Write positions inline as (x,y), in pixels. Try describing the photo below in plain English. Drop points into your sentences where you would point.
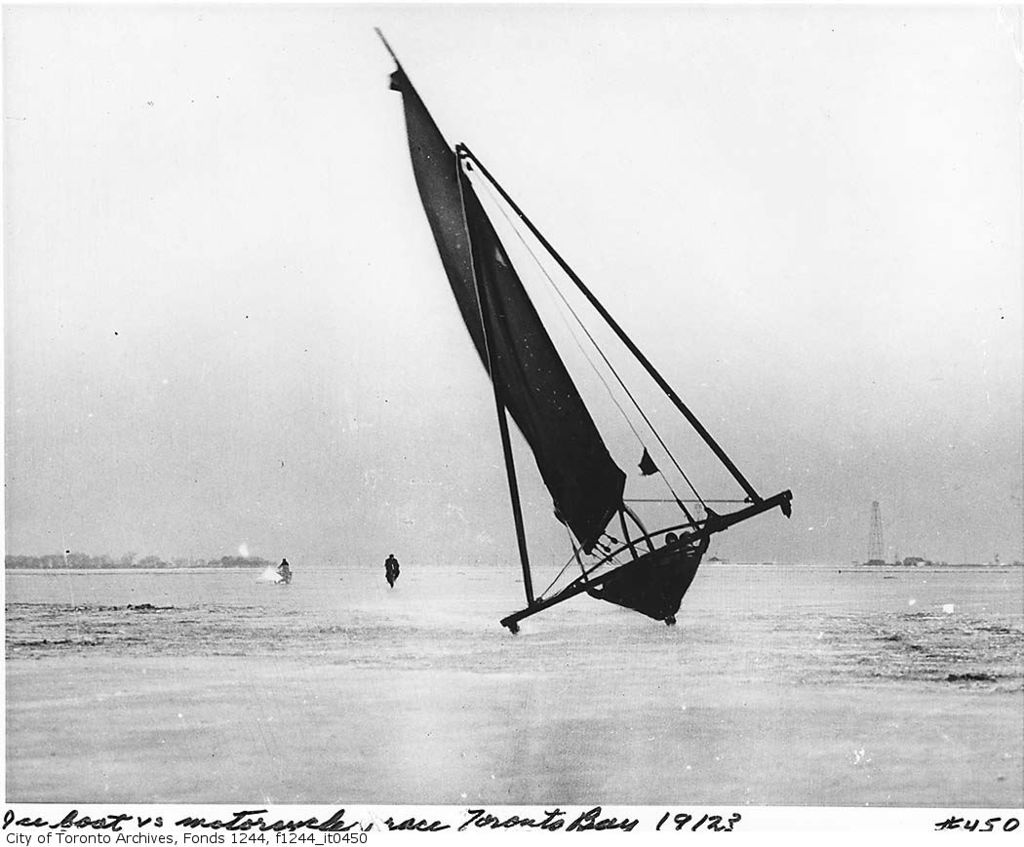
In this image there is ice (708,613) and we can see an ice boat (612,585) on the ice (336,588). In the background (40,545) there are trees (246,563), tower (875,508) and sky (665,269). At the bottom (184,825) there is text (202,820) written.
